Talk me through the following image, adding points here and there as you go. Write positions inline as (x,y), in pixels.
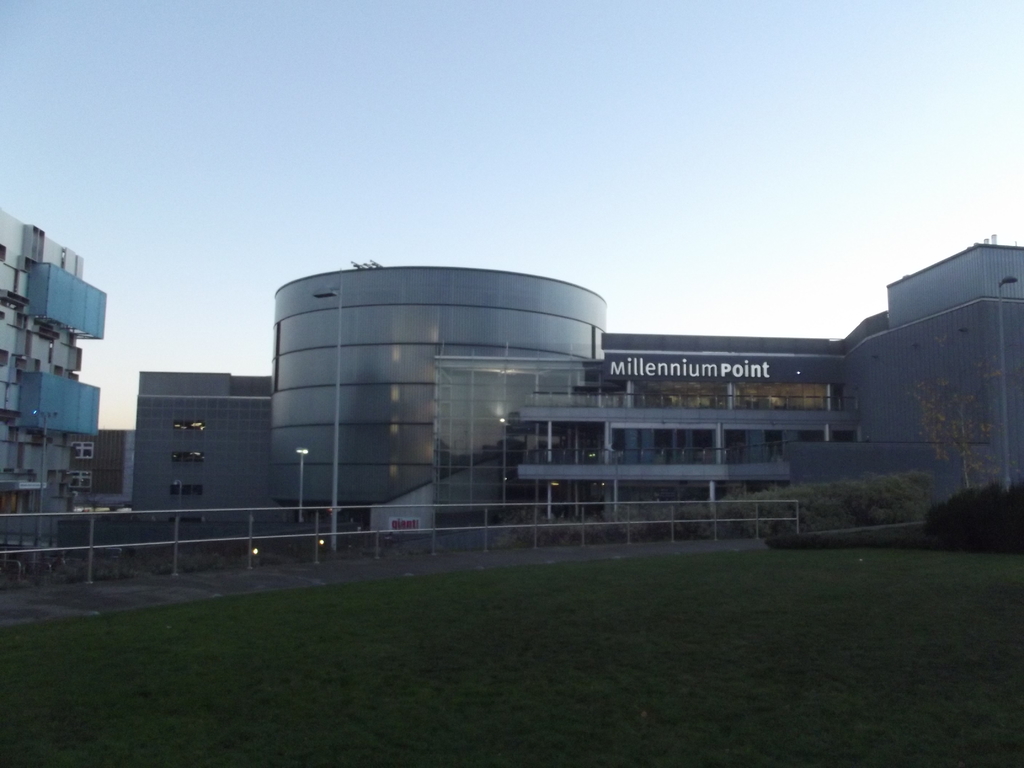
In this image there is grassland (958,575), in the background (743,517) there are plants (342,548), railing (80,546), buildings (511,360) and the sky (602,126).
